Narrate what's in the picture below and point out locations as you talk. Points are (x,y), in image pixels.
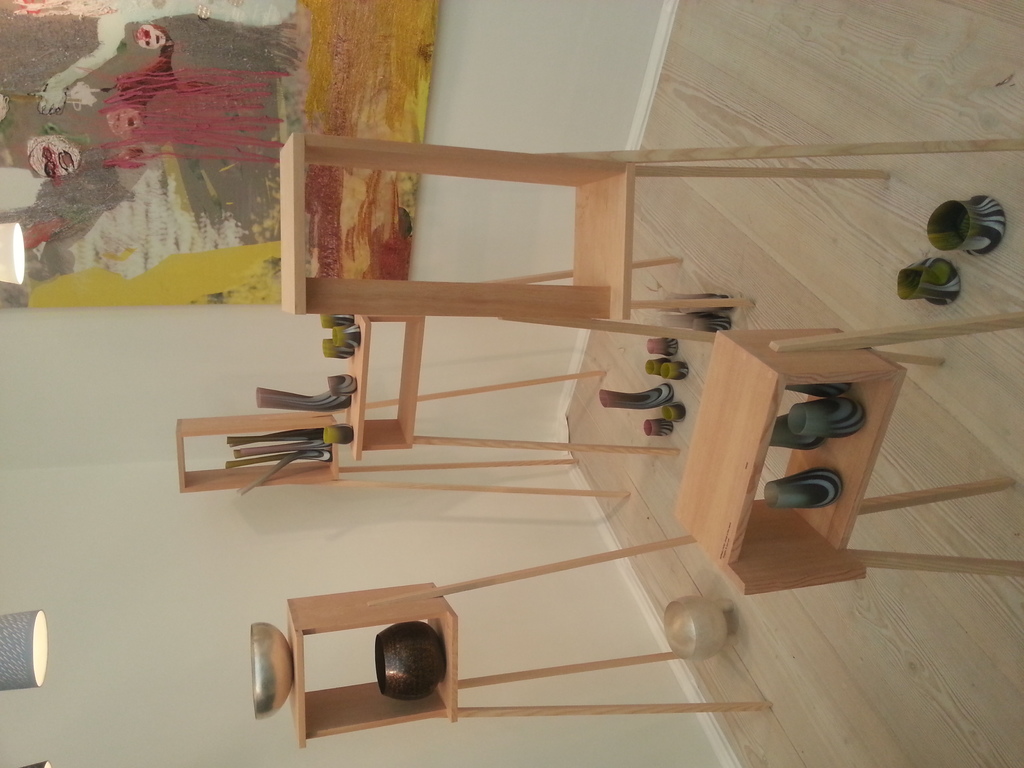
In this image I can see few wooden tables (703,475) and few objects (779,502) on it. I can see a colorful frame (199,265) attached to the white wall (95,402).
